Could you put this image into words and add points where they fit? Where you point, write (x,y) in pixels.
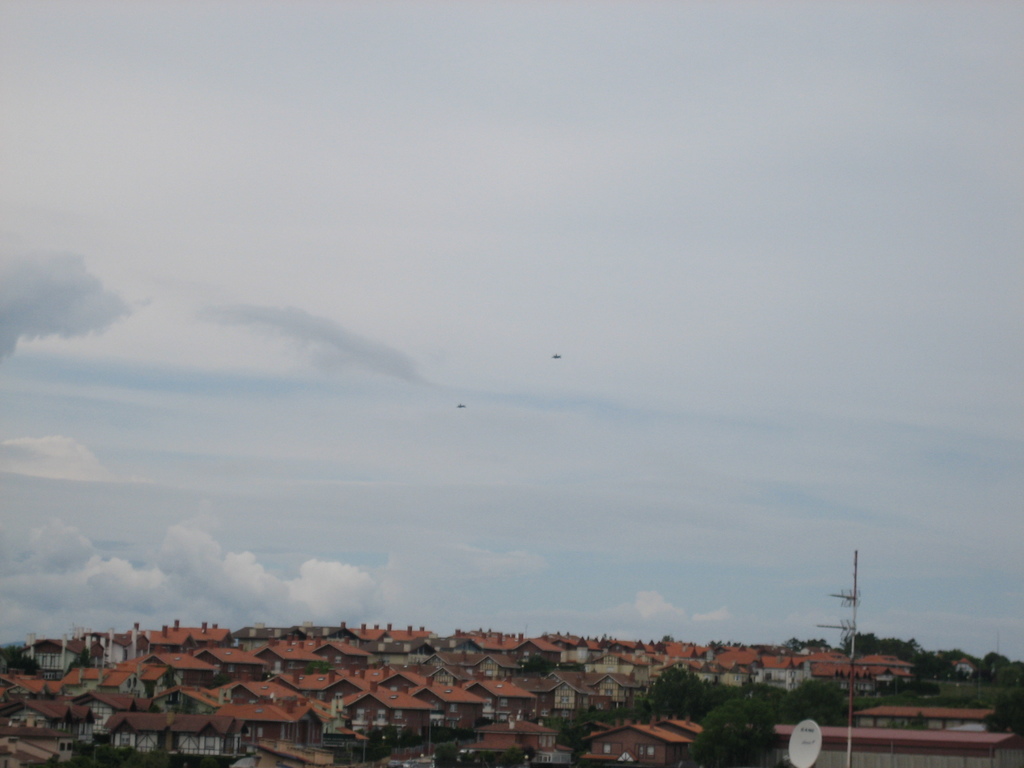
At the bottom (262,678) there are houses (394,702), trees (757,699) and a current pole (856,599). Sky (383,271) is cloudy. In the center of the picture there are birds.
